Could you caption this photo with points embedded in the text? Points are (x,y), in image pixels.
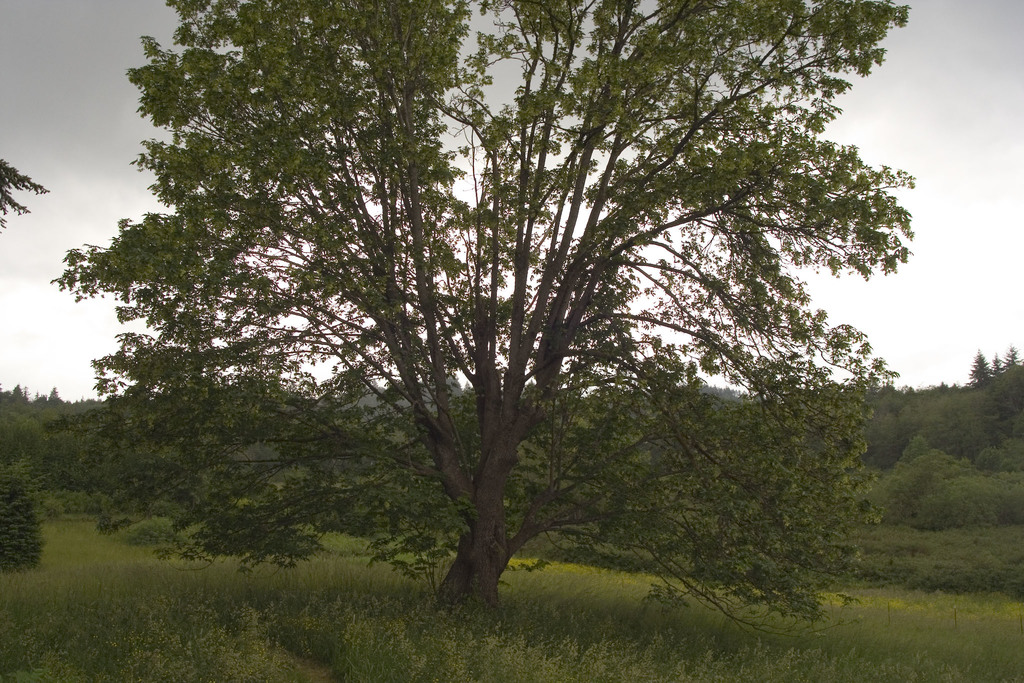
In the foreground of the image (510,347), we can see a tree (597,383) on the grassy land (420,644). In the background (962,425), we can see greenery (939,423) and the sky (969,176) with clouds (43,195).
